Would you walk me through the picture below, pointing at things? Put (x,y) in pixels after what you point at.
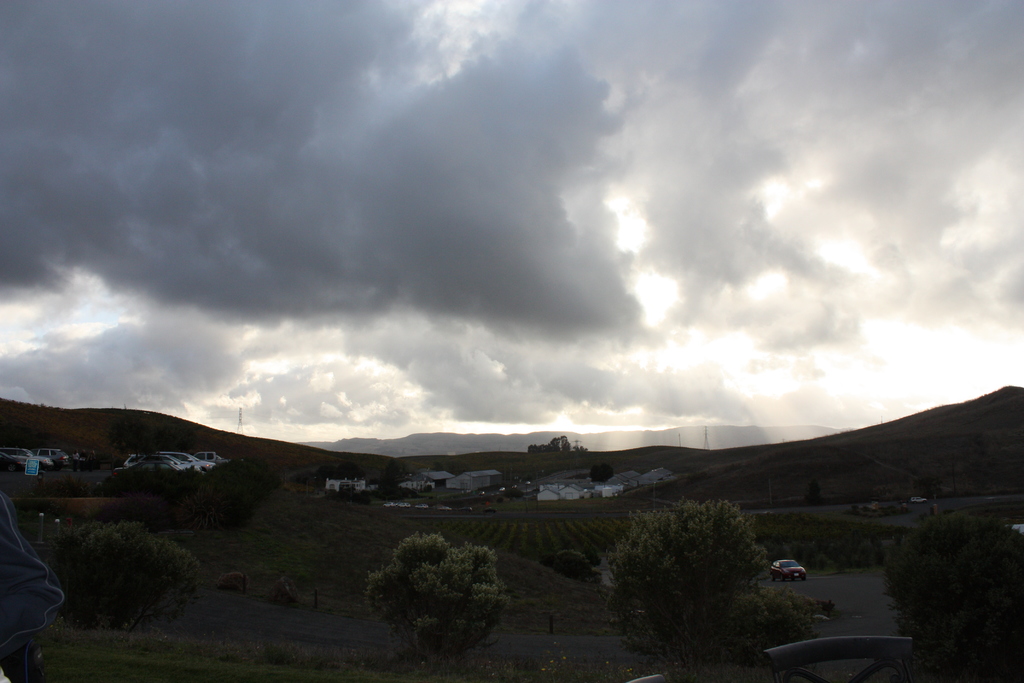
As we can see in the image there are trees (88,589), buildings (571,489), cars (204,464), sky (840,29) and clouds (674,141). The image is little dark.
